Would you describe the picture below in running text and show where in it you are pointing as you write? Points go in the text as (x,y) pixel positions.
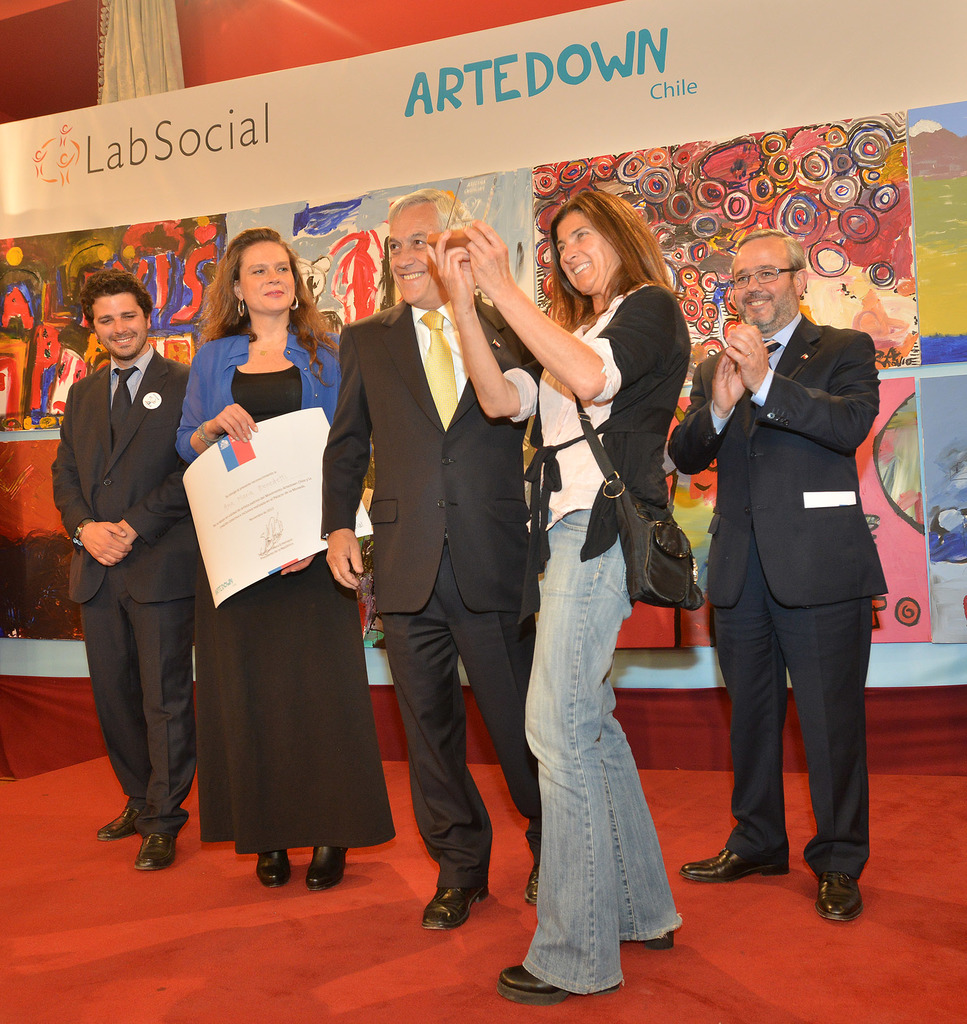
In this image I can see number of persons (580,527) are standing on the red colored floor (670,826) and smiling. In the background (208,209) I can see a huge banner (247,183).
